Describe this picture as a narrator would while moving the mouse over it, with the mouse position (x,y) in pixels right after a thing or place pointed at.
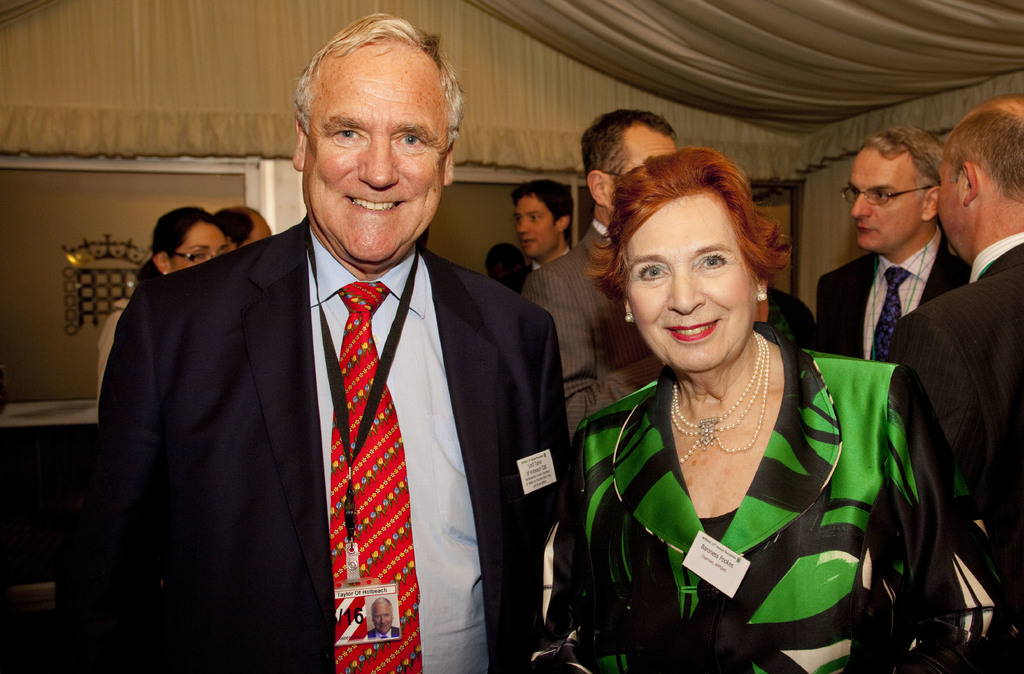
In this picture there is a man (443,337) who is standing near to the woman (847,455). In the back (964,221) I can see many persons (600,307) who are standing near to the wall (804,243) and door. At the top (692,98) I can see the cloth (599,72).
